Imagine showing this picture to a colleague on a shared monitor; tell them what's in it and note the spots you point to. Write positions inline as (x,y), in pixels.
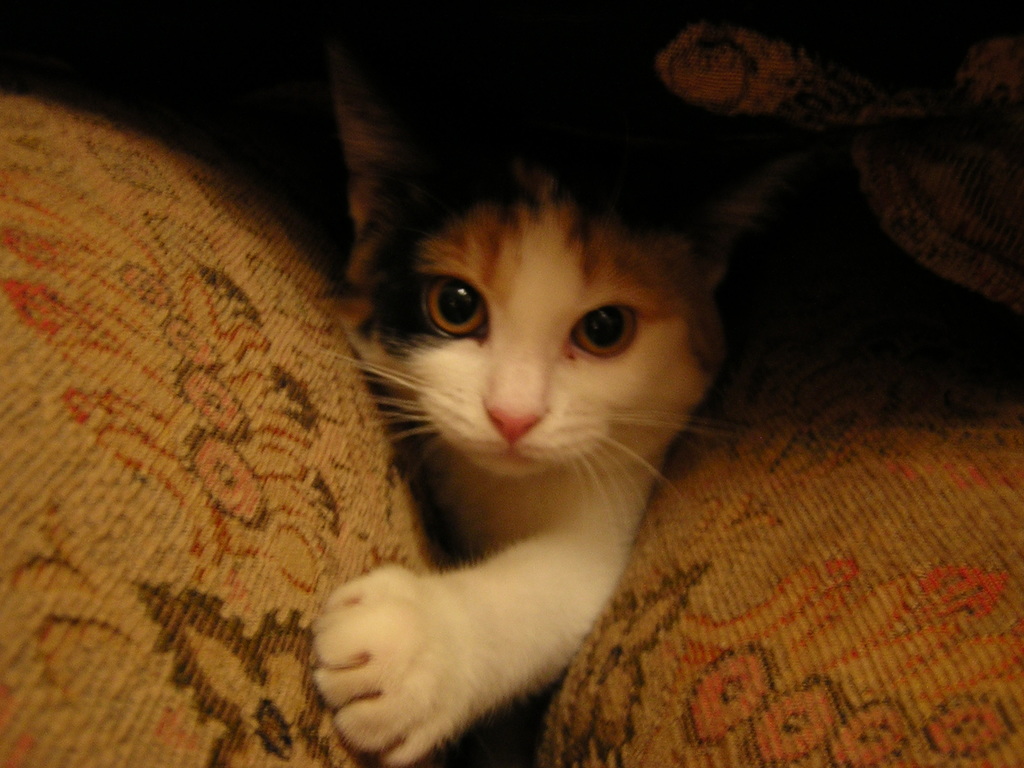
In this image I can see a cat (512,490) which is black, brown and white in color is in between two brown colored objects (197,572). I can see the black colored background (443,103).
